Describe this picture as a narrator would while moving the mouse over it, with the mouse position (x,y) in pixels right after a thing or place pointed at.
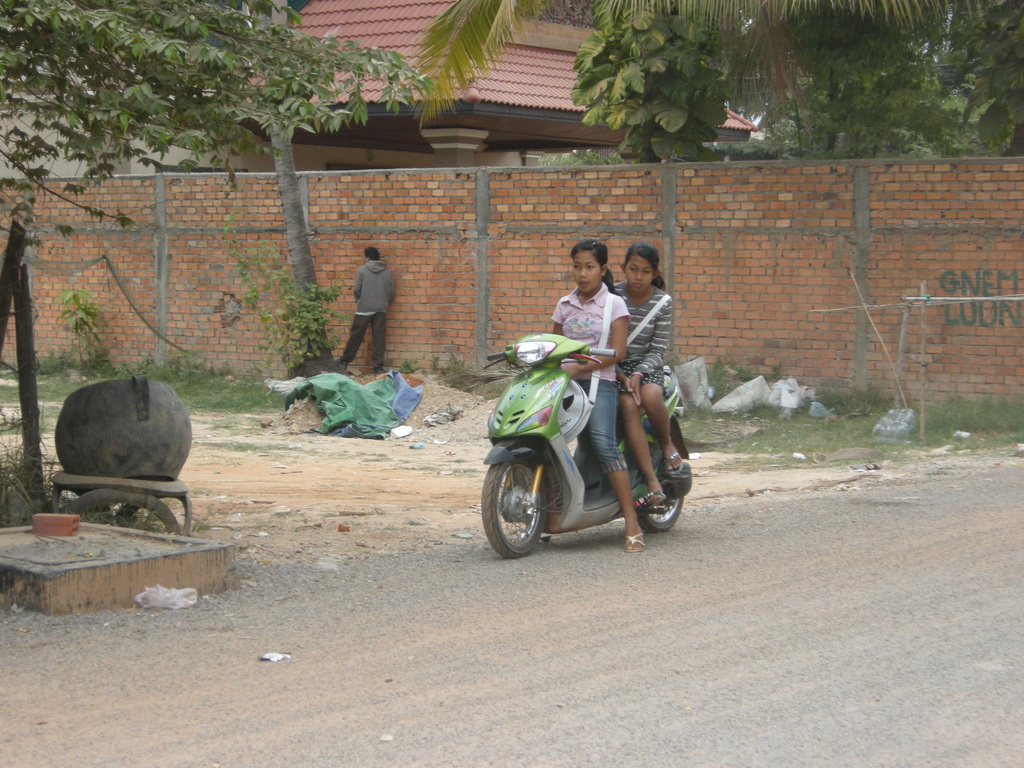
This picture shows two girls (613,345) on a motorcycle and a man (362,296) standing and we see few trees (665,50) around and a brick wall (530,190) and we see a house (316,152).
